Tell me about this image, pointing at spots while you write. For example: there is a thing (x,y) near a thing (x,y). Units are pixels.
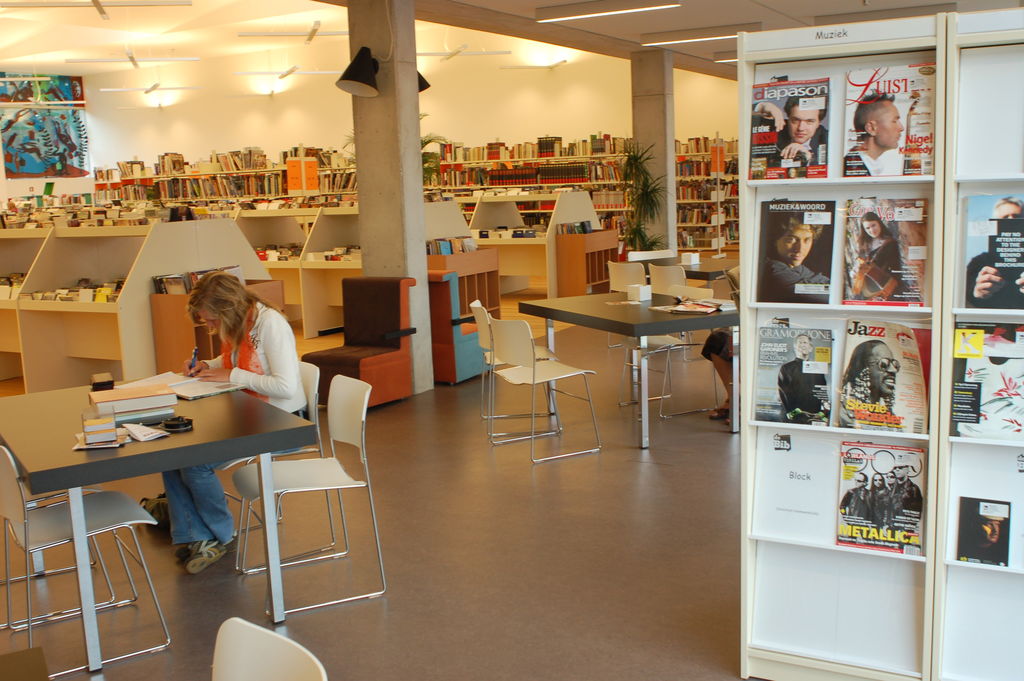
This image is taken inside the library (310,325), there is a girl (249,360) sitting on the chair (313,401) and writing something on the book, which is placed on the table (162,438) in front of her. On the table (176,439) there are books (140,422) and some other objects (167,427) placed on it, behind the girl (296,414) there is another table (668,324), in front of the table (721,317) there is a person (723,341) sitting on the chair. In the background (166,215) there are so many books (148,199) and few other objects (176,207) are arranged in the rack (343,214) and a poster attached to the wall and there are few plants pot (633,195) on the floor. At the top of the image (121,91) there is ceiling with lights (121,91). On the right side of the image (885,580) there are few magazines (899,147) arranged in the rack (860,610).
